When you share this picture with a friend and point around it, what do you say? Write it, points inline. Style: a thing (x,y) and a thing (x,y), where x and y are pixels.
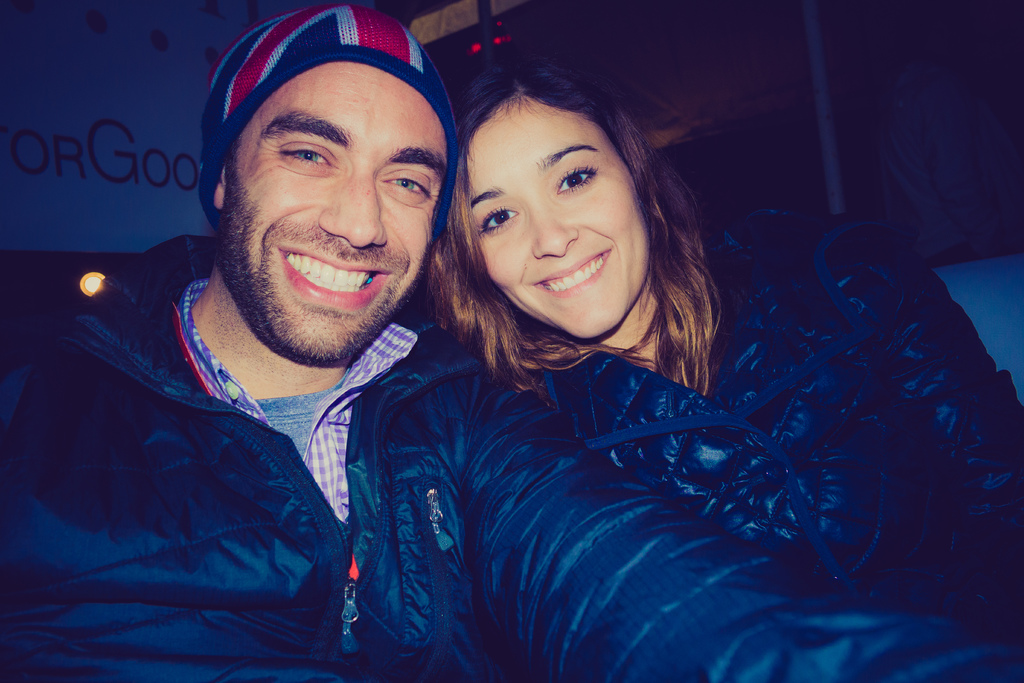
There are two persons (563,401) wearing a black color jackets (550,500) and they are smiling. There is a wall poster (73,159) as we can see at the top left side of this image (151,129).
